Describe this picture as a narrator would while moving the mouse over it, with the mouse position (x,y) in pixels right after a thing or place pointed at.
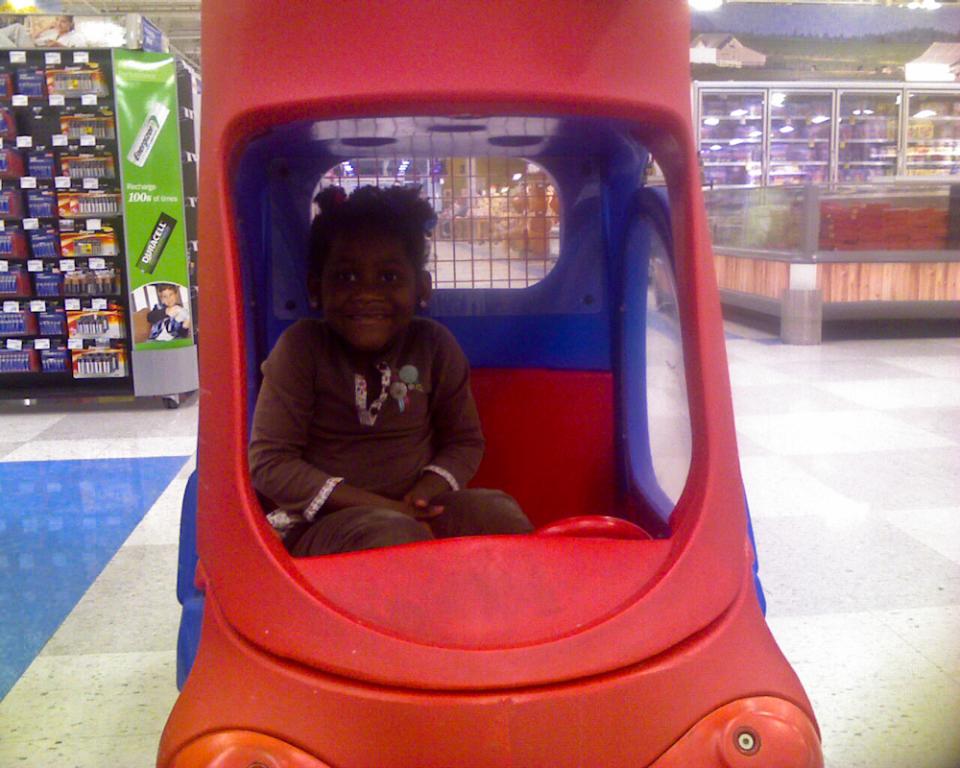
In the foreground of the picture (415,381) there is a car (672,747), in the car (771,726) there is a girl (383,376) sitting. On the left (140,282) there are shelves (115,89), in the shelves (65,148) there are some objects (55,135). On the right (783,124) there are refrigerators (825,140) and other objects (816,254). In the center of the background (533,212) there are teddy bears (544,189) and other objects (497,227).
